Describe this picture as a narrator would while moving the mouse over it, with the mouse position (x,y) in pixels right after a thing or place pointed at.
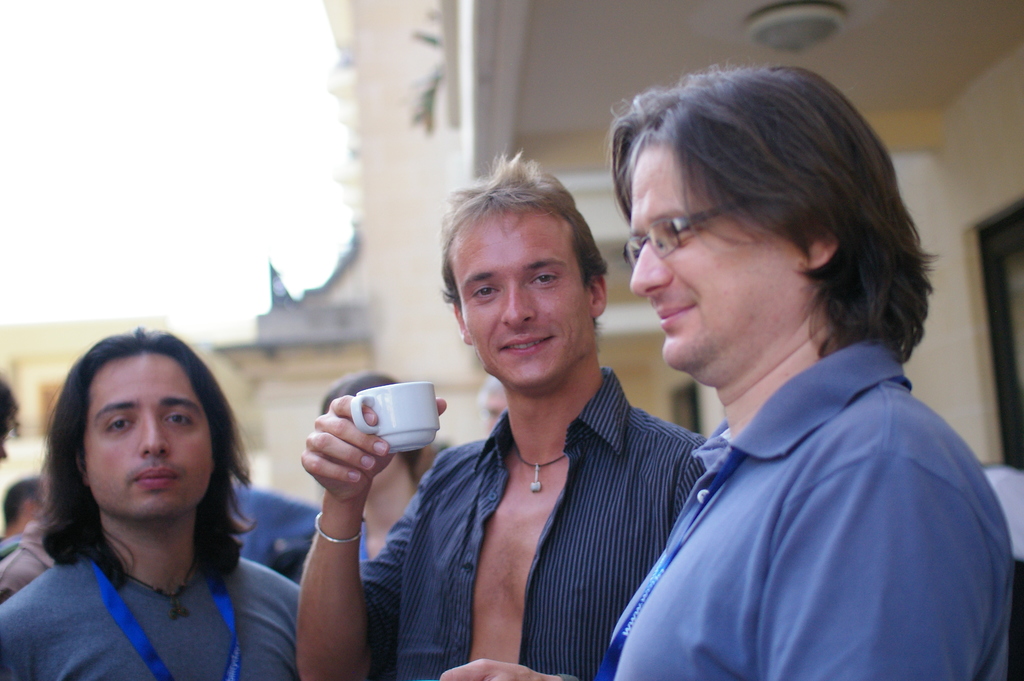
In this image we can see a few people (399,495), among them, one person (408,567) is holding a cup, there are some buildings (404,64) and in the background (144,135), we can see the sky (178,295).
